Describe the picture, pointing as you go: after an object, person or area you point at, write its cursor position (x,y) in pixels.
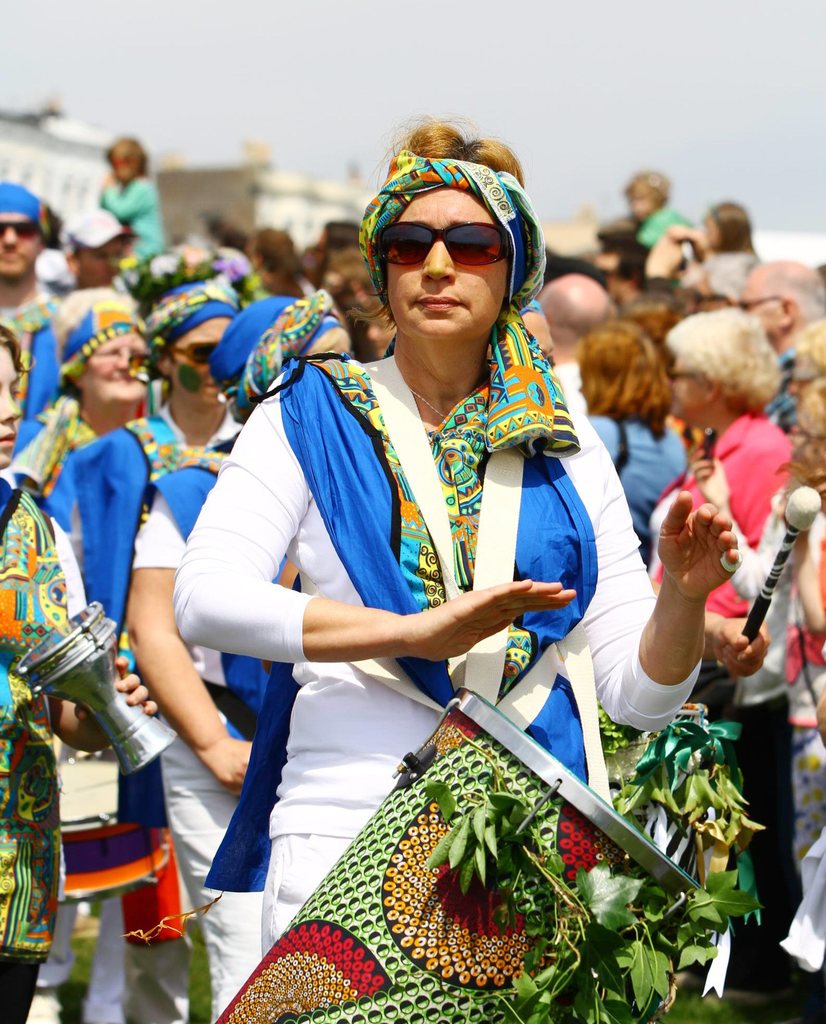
In the image in the center (366,458) we can see few people (275,470) were standing and holding some objects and they were in different costumes (384,704). In the background (179,88) we can see the sky (569,91), clouds (278,40), buildings (37,181) and few people (644,334) were standing.
